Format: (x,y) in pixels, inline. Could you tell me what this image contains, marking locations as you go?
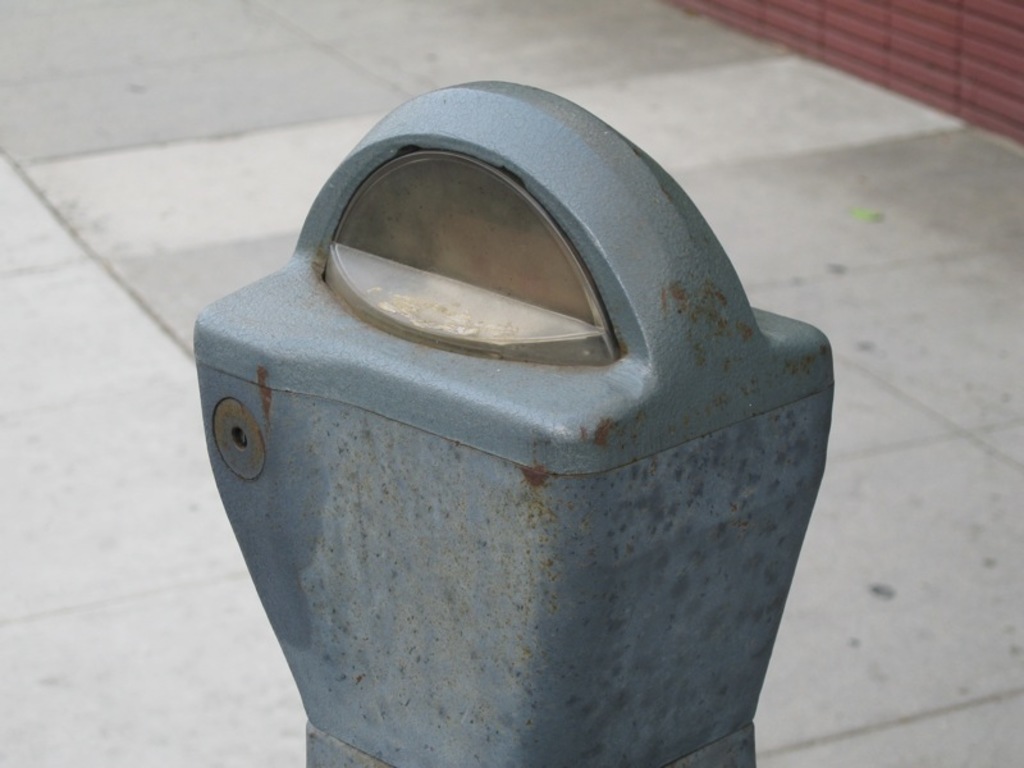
In the image we can see there is a pole (477,391) on the footpath (961,630).
